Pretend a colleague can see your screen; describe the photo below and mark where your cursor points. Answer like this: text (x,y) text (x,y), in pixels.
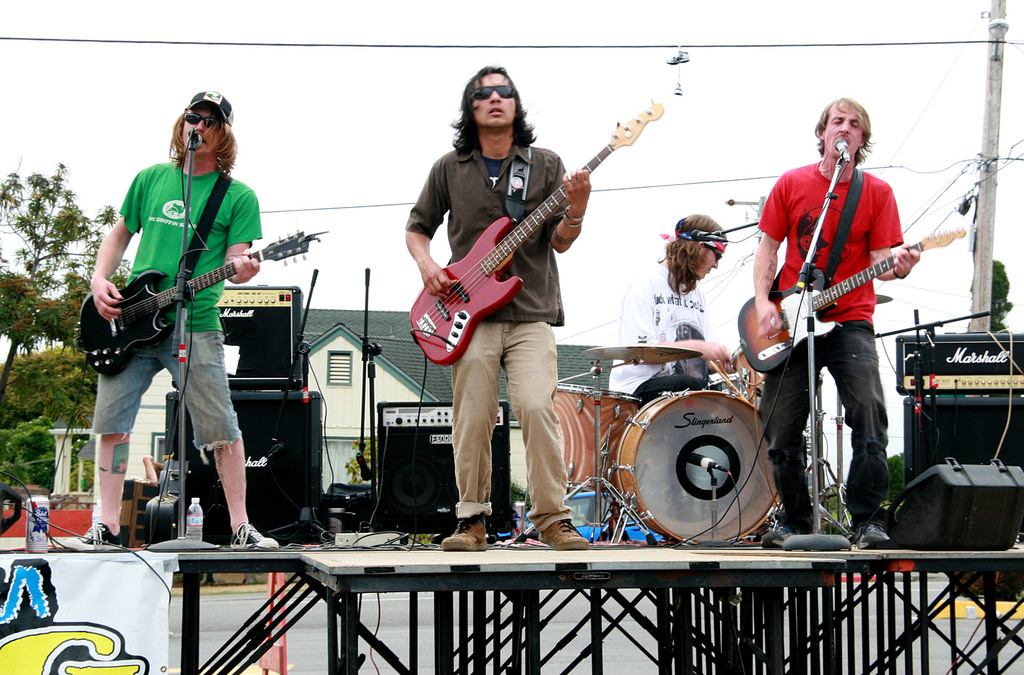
In this image there could be 4 persons (691,281) are there one person (704,276) is playing the drums (722,411) and other persons (548,275) are singing the song and playing the guitar (788,340) on the stage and the stage (599,543) has full of instruments (725,447) and background (712,291) is cloudy.
